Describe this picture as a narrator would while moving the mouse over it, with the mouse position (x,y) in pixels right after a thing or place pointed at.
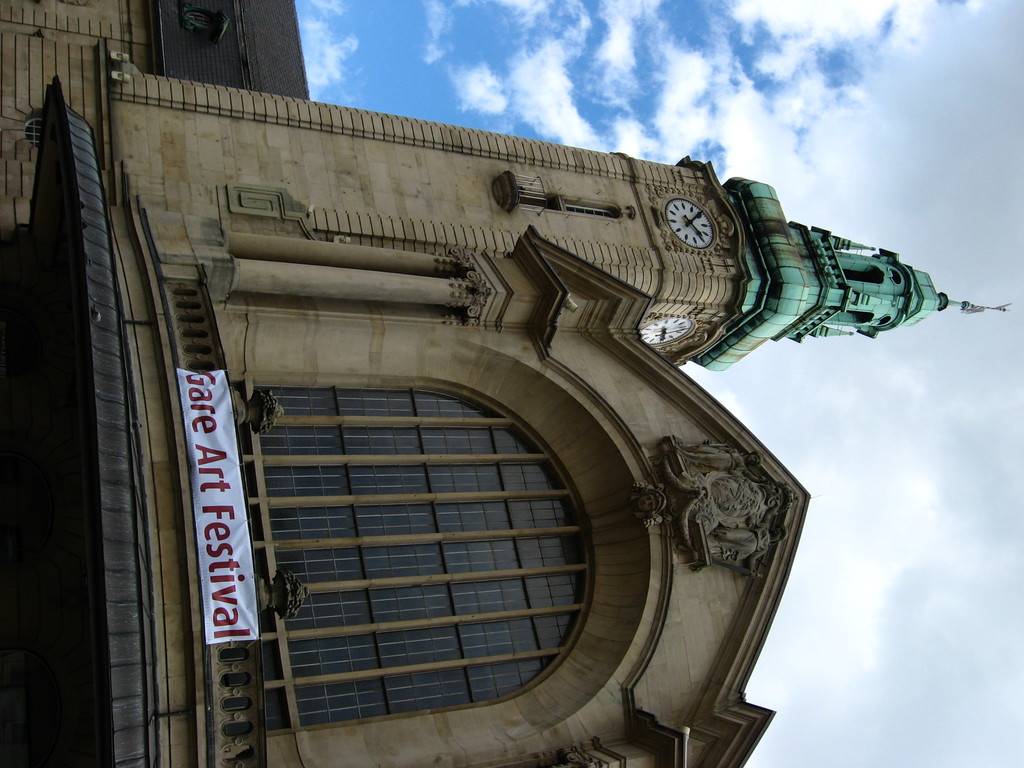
In this image we can see there is a clock tower (650,335) and a banner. In the background (741,121) we can see cloudy sky (778,170).
